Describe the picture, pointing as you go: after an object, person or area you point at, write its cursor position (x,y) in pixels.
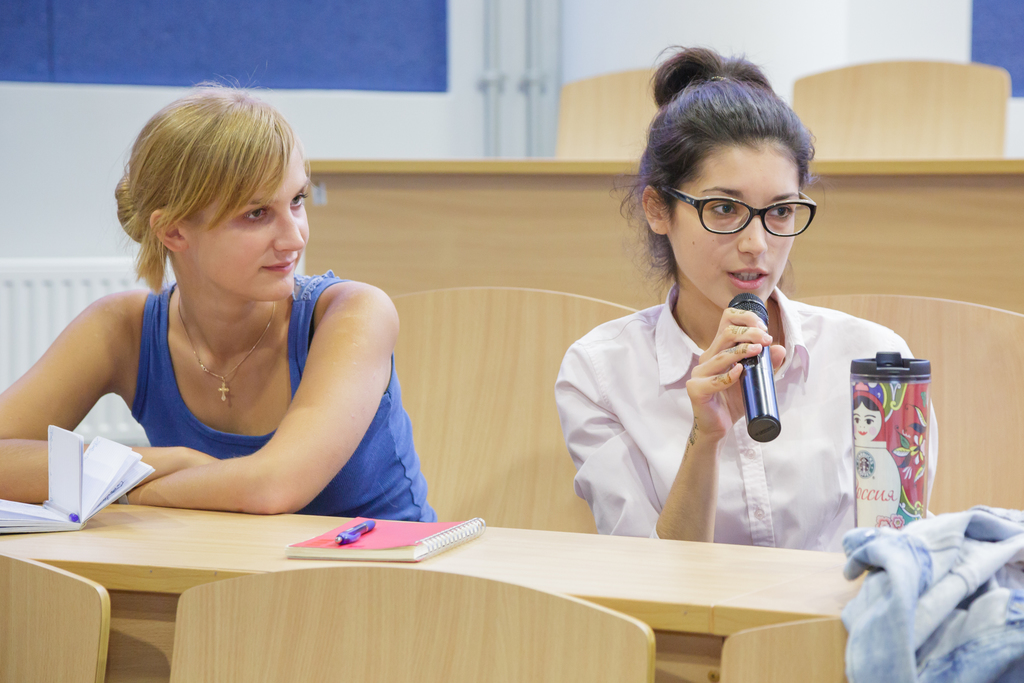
At the bottom of the image (523,588) we can see some chairs (594,628). Behind the chairs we can see a table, on the table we can see a bottle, books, pens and cloth (956,662). Behind the table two women (727,312) are sitting and she is holding a microphone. Behind them we can see some chairs (982,397) and tables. At the top of the image (499,82) we can see a wall (244,74).
